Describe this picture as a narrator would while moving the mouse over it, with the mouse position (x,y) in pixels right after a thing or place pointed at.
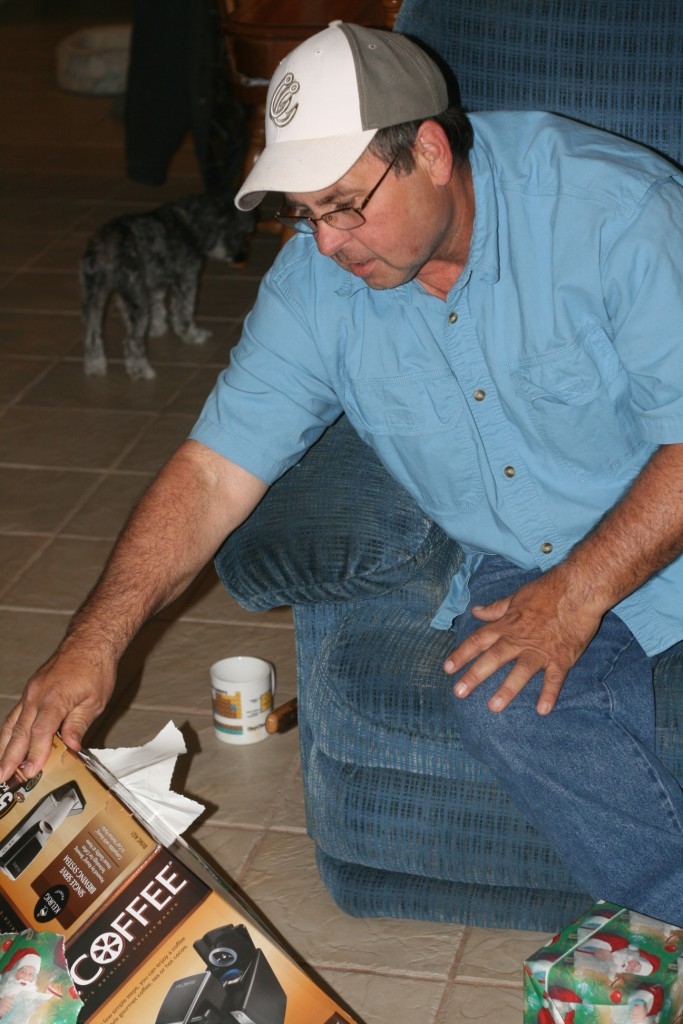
A person (450,618) is sitting wearing a cap (308,180), blue shirt (500,315) and jeans (599,791). There is a box (171,975) and other objects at the left (178,1000). There is a dog (143,361) at the back (125,350).
